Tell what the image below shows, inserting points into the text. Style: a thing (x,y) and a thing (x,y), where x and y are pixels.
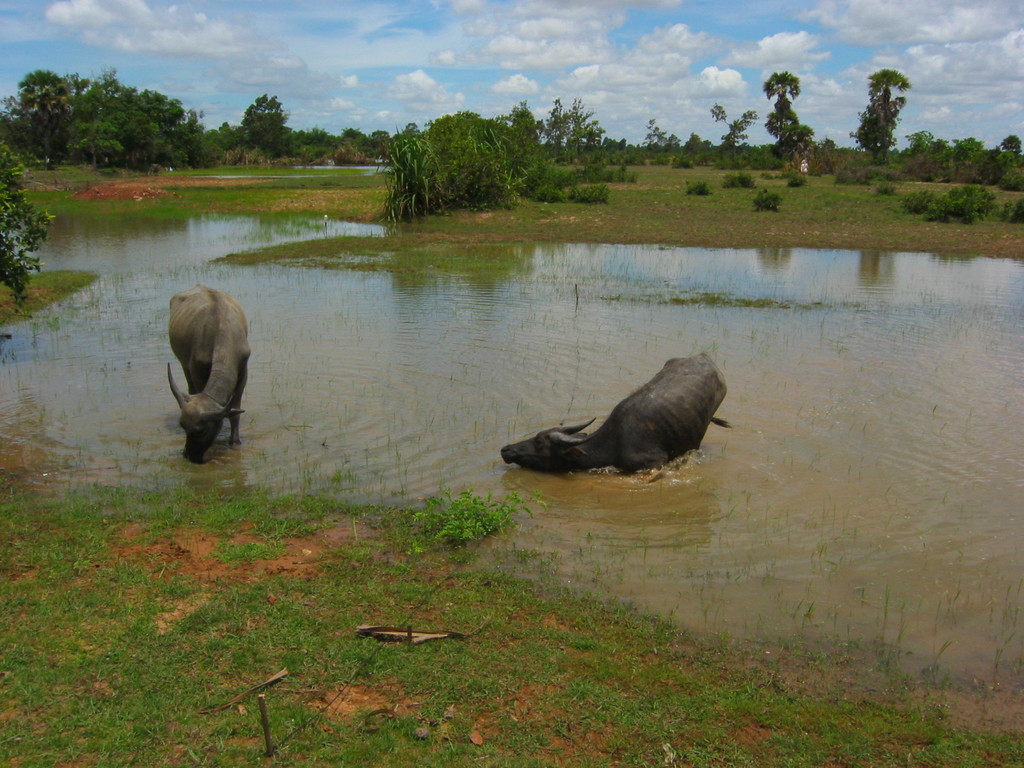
In this image there is a land (955,225), on that land (702,731) there is water (961,283), in that water (270,451) there are two buffaloes (232,420), in the background (929,153) there are trees (153,128) and the sky (712,70).
